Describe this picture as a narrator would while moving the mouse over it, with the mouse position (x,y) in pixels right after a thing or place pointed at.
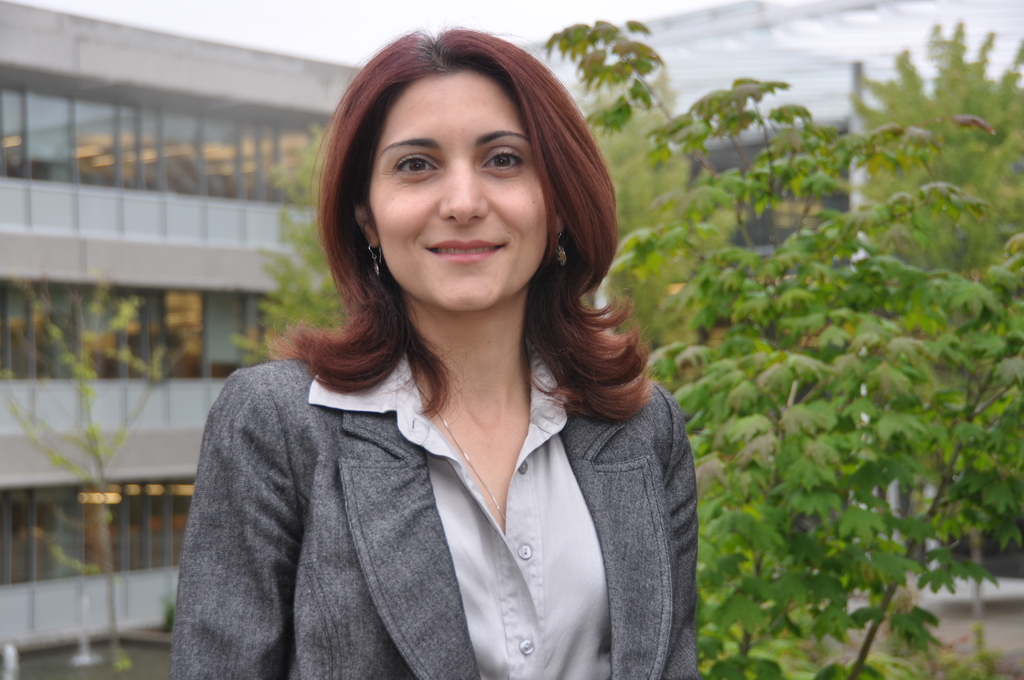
In the center of the image (444,337) there is a woman (435,618). In the background (135,90) we can see building (140,180), plants (855,407), trees (919,462), and sky (313,23).
